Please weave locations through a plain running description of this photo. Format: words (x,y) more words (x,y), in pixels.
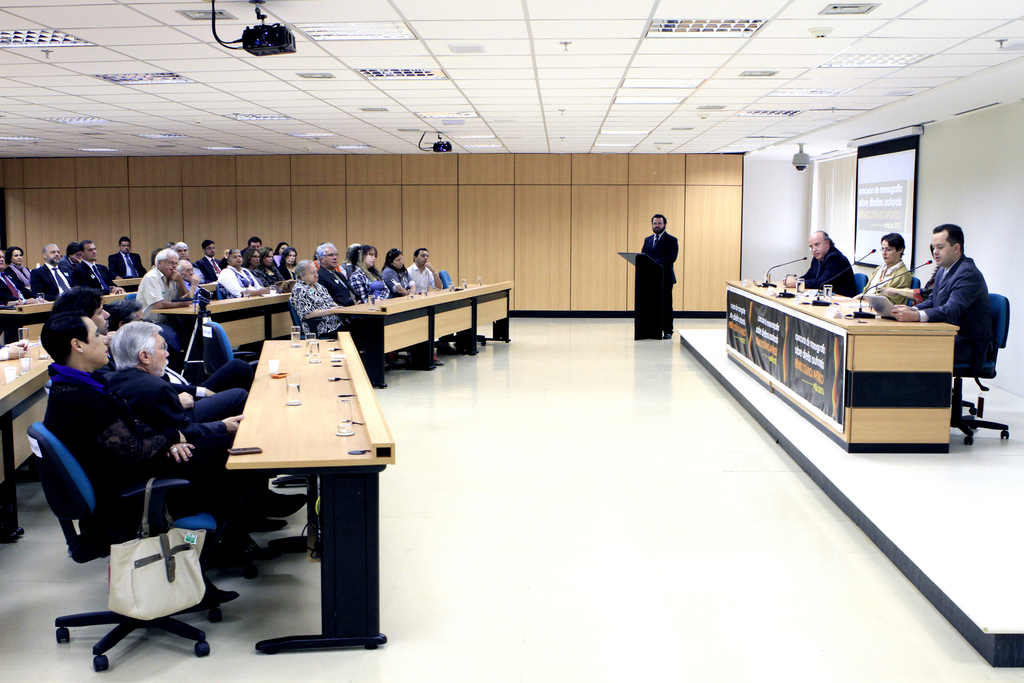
Here we can see some persons (964,330) are sitting on the chairs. These are the tables (282,347). On the table (357,360) there are glasses (829,287). There are mikes (873,253) and this is floor (594,485). Here we can see a man (664,311) who is standing on the floor (670,398) and this is podium (659,299). In the background (978,211) there is a wall (937,175) and this is screen (867,195). There are lights (401,69) and this is roof (558,65).
